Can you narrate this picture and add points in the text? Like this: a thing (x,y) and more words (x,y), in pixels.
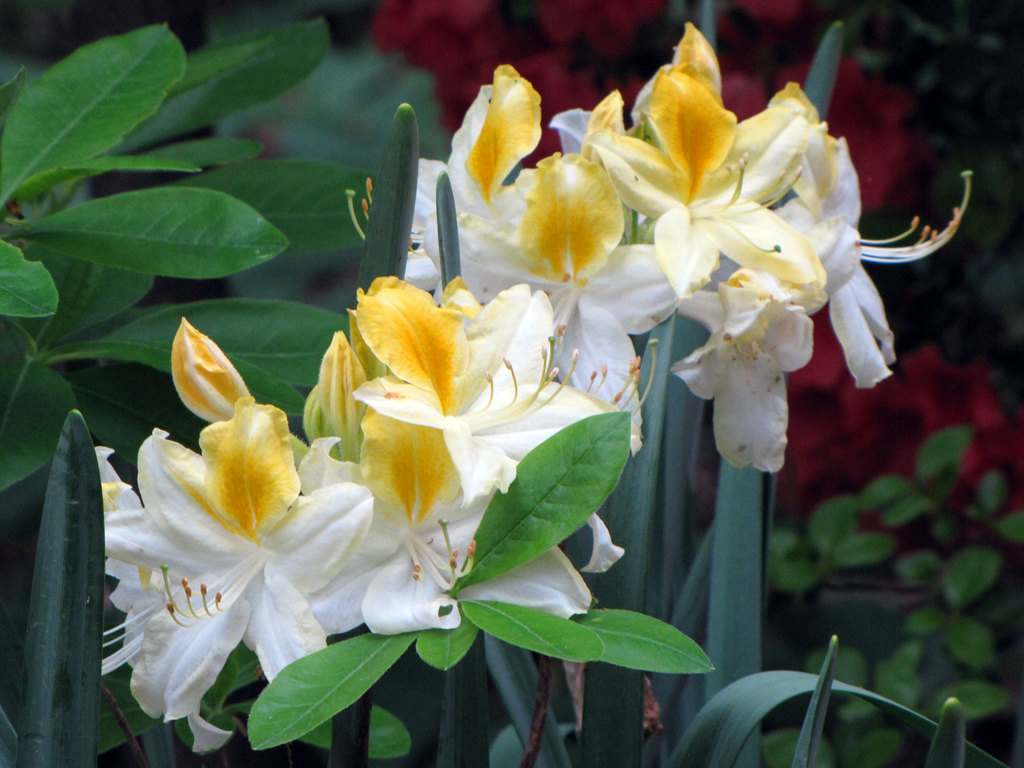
In this picture, in the middle (397,306), we can see a plant (573,581) with some flowers (561,565). On the right side (833,82), we can see some plants (824,47). On the left side (206,148), we can also see some green leaves (282,182). In the background (1019,403), we can see red color flowers (621,24).
